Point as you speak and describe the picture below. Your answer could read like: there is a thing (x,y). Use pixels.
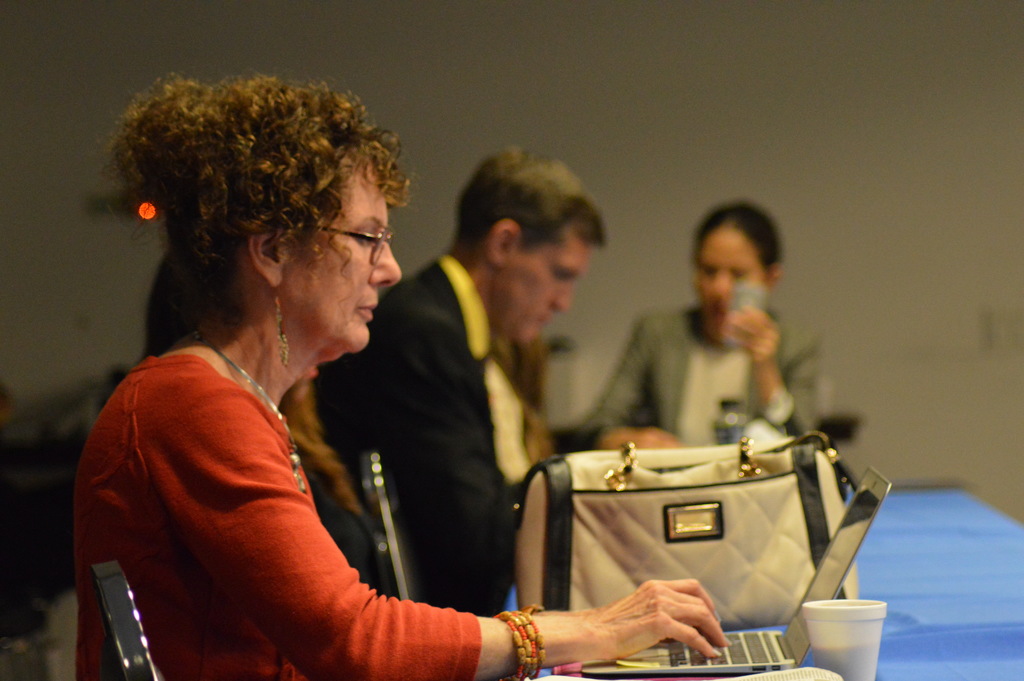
In this image, we can see group of people (189,624) are sat on the chair (129,612). At the bottom (953,646), there is a blue color table (948,621), few items (575,549) are placed on it. And the right side (743,324), woman (757,328) is holding something on his hand (772,327). Background (648,156), there is a white wall (661,137).
